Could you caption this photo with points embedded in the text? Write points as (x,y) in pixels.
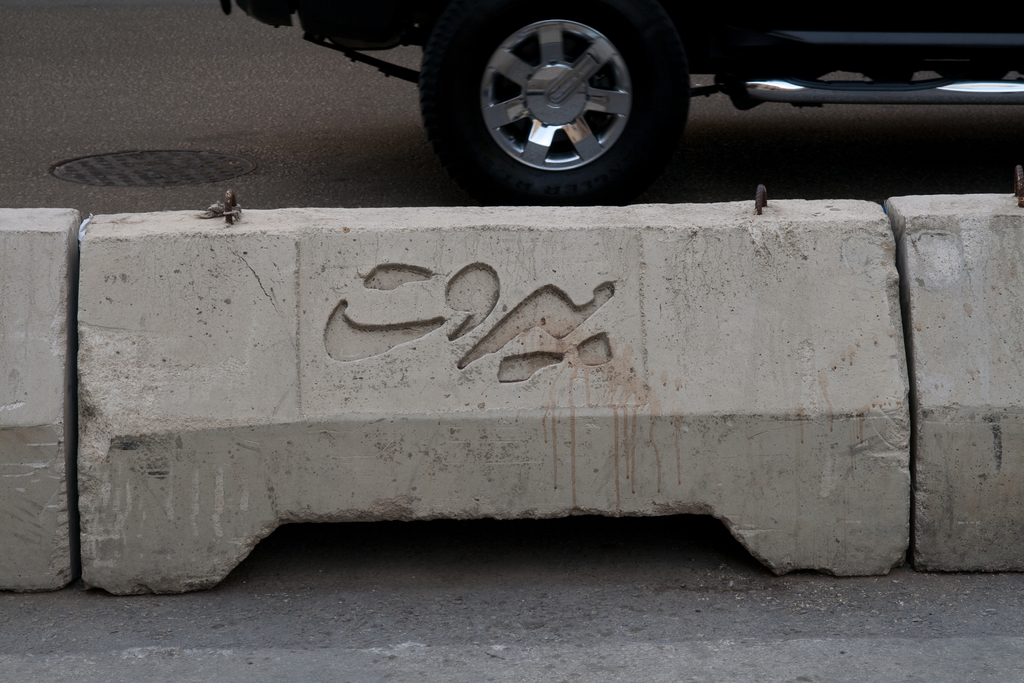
In this image I can see the road (210,134) and a divider (485,354) which is ash in color. To the top of the image (672,76) I can see a vehicle (636,51) which is black in color on the road (406,110).
